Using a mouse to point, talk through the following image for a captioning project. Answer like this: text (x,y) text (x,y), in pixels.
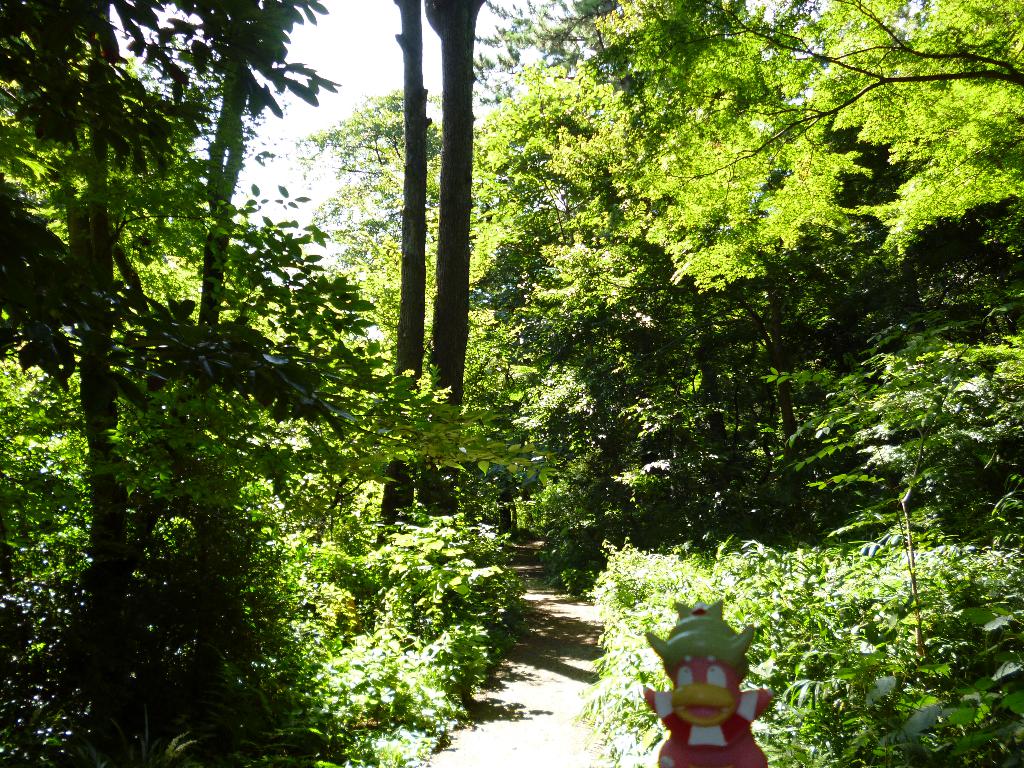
There is a toy (698,709), walkway (537,559) and trees (512,444).
